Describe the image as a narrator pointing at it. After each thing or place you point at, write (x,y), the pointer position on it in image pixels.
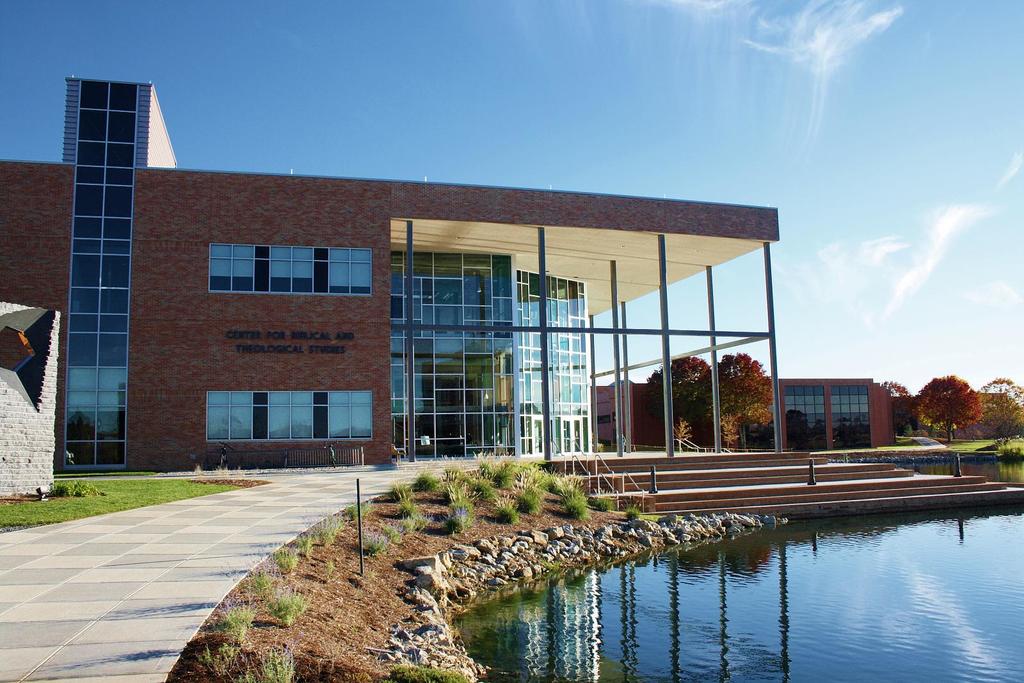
In this image we can see two buildings (769,325), there we can see grass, stones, water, stairs (626,455), fences (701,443), small poles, trees (939,411) and the sky (810,123).
